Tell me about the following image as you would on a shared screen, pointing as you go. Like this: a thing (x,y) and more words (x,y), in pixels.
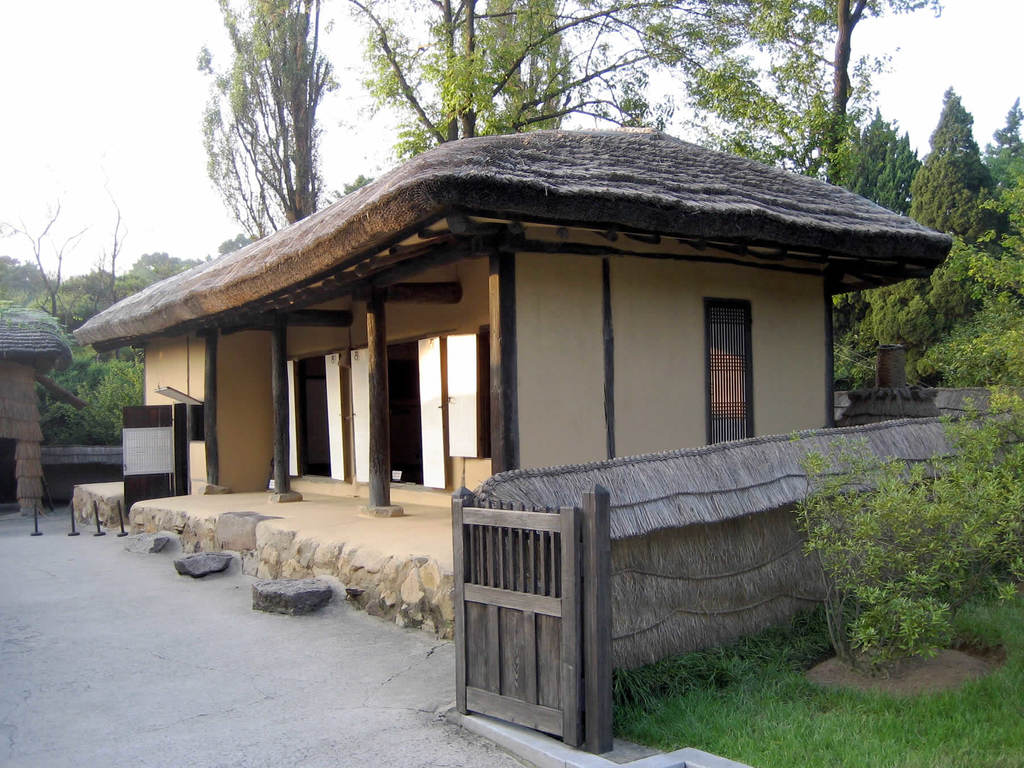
In the image there is a house (579,308) with walls (527,350), roofs (638,206), pillars (384,381) and doors (342,479). On the right side of the image (847,579) there are many trees (929,645) and also there is grass (982,607) on the ground (946,674). Also there is a fencing (692,556) with wooden gate (477,646). In the background (289,181) there are trees (903,175) and also there is a sky (173,220).
